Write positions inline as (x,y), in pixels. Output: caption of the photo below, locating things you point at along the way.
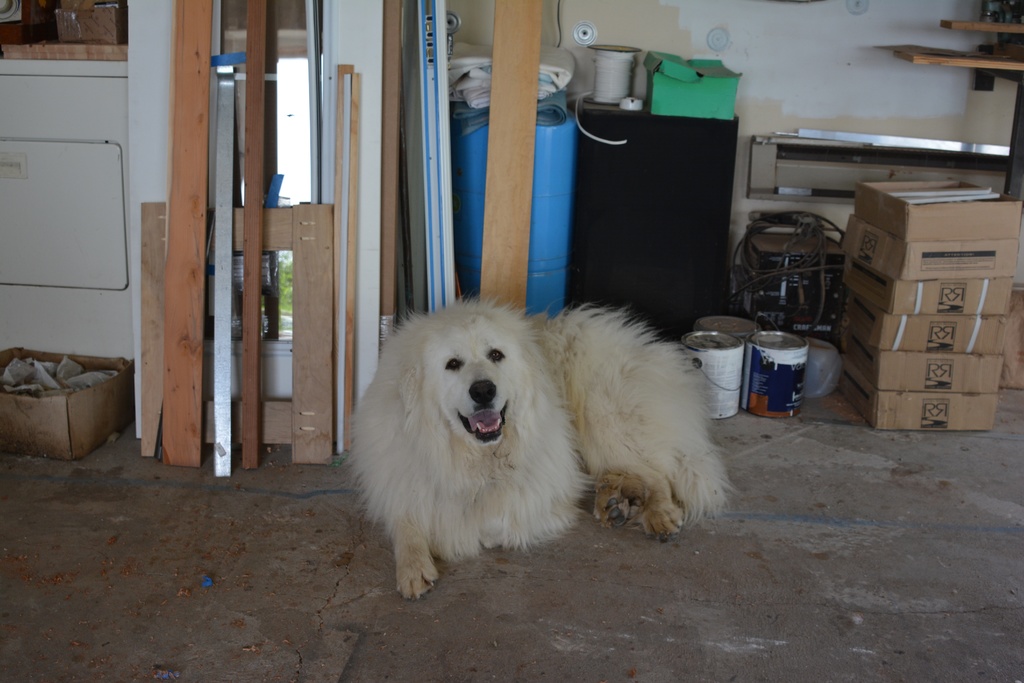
In the middle (680,393) I can see a dog (544,456) on the floor (641,626). In the background (315,219) I can see carton boxes (116,387), pipes (766,259), paint buckets (774,356), metal rods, wood (495,189), table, stand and a wall (592,5). This image is taken may be in a hall (725,193).
